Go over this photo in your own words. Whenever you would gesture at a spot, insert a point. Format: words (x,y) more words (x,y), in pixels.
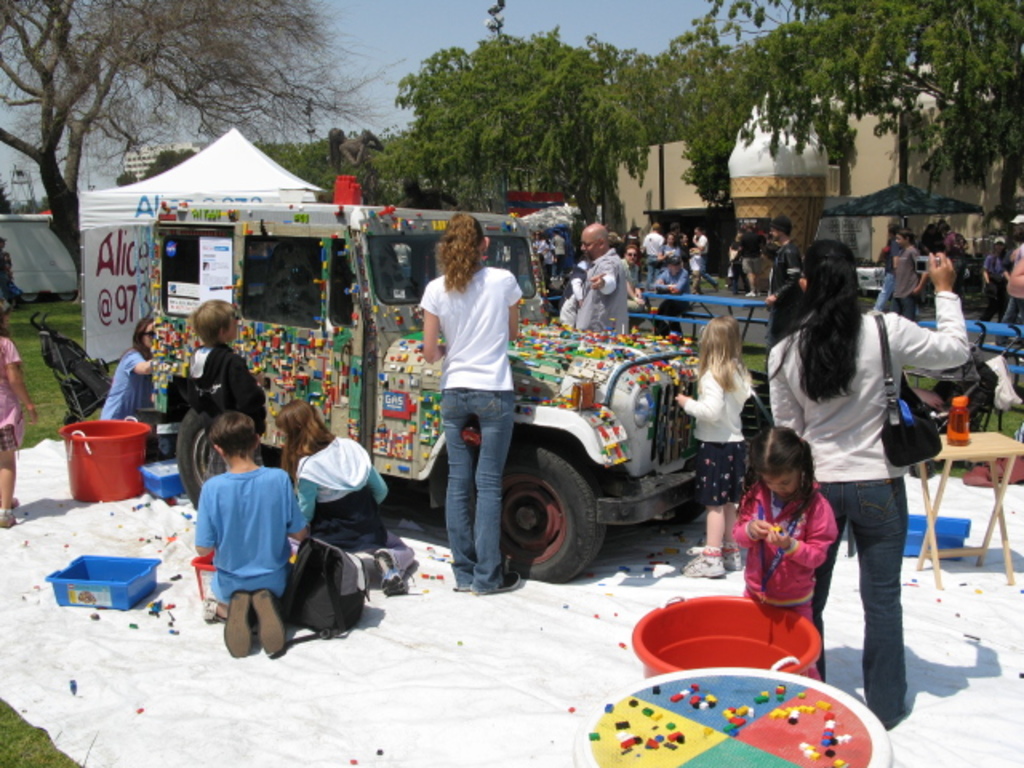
In this image there are group of people (617,277) standing, sitting, and walking. Woman (483,308) is standing near the jeep (546,401) and seems like she is decorating the jeep (554,368), this girl (716,395) is standing in front of the jeep (679,375) is decorating the jeep (680,368), this girl (750,511) is standing in front of the red colour tub (775,639) and is seeing something which she is holding in her hand (781,538) behind her woman (857,425) with a white colour jacket (864,422) and black colour purse (887,427) is standing and in front of her this woman (873,419) there is a table (981,451) on this table (968,450) a bottle (965,434) is kept. In the background (905,261) we can see some persons (994,266) walking and two persons (677,288) are sitting on a bench (719,304), there is a building (678,192) some trees (624,95), sky (598,12) left side (135,36) there is a dry tree (139,52) we can see a tent (142,216) with a name Alice we can see a blue colour tub (115,588) at the left side (97,587) on the floor (165,694) we can see a white colour mat (119,697) which is on the floor (21,726) and this is a green grass (21,742).
